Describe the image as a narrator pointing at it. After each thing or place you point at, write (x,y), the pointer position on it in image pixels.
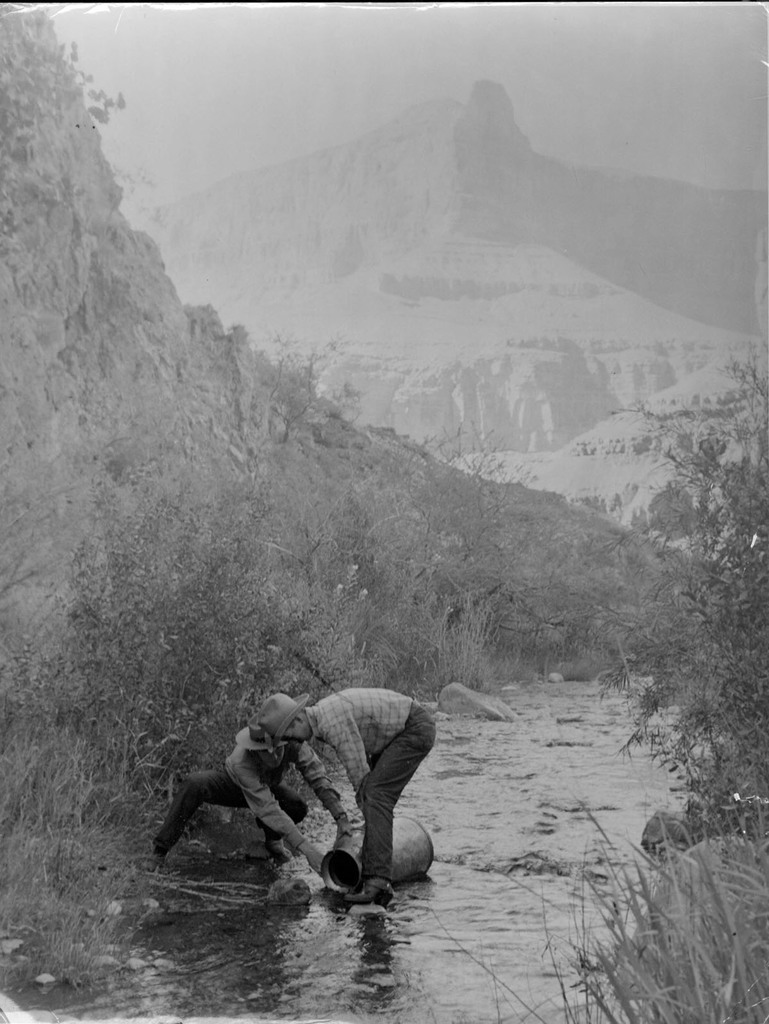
In this image, at the bottom (330,796) there is a man (370,735), he wears a shirt (355,748), trouser (375,840), shoes (390,888), cap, he is holding a vessel (351,869) and there is a person (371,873) holding a vessel (404,869). In the middle (484,678) there are plants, trees (761,728), water (572,707), stones (363,906). At the top (618,273) there are hills (488,308), sky (303,143).
